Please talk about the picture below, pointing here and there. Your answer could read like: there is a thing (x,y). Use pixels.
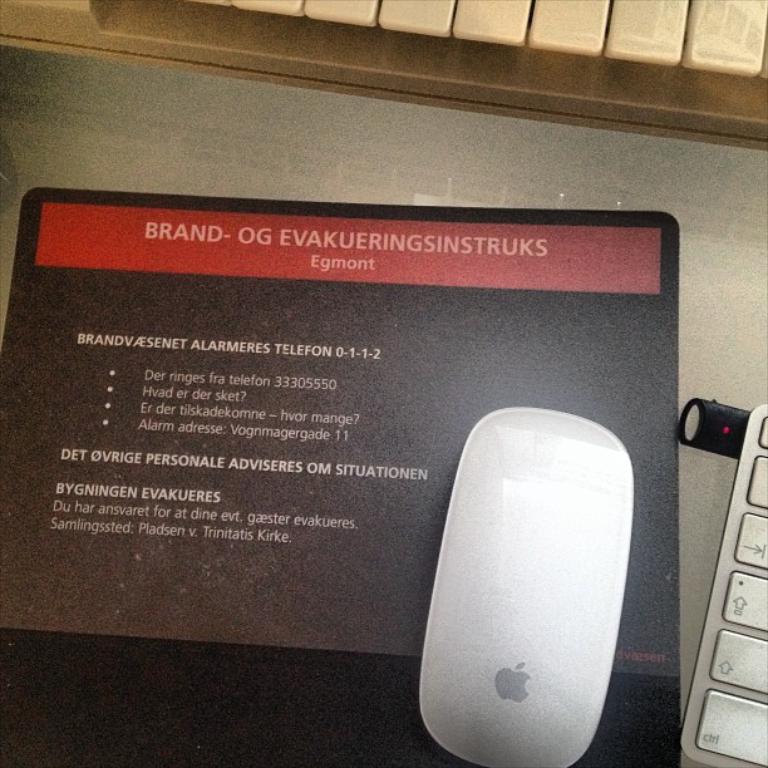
In the image I can see mouse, keyboard (425,45), mouse pad (281,461) and something written on it.
